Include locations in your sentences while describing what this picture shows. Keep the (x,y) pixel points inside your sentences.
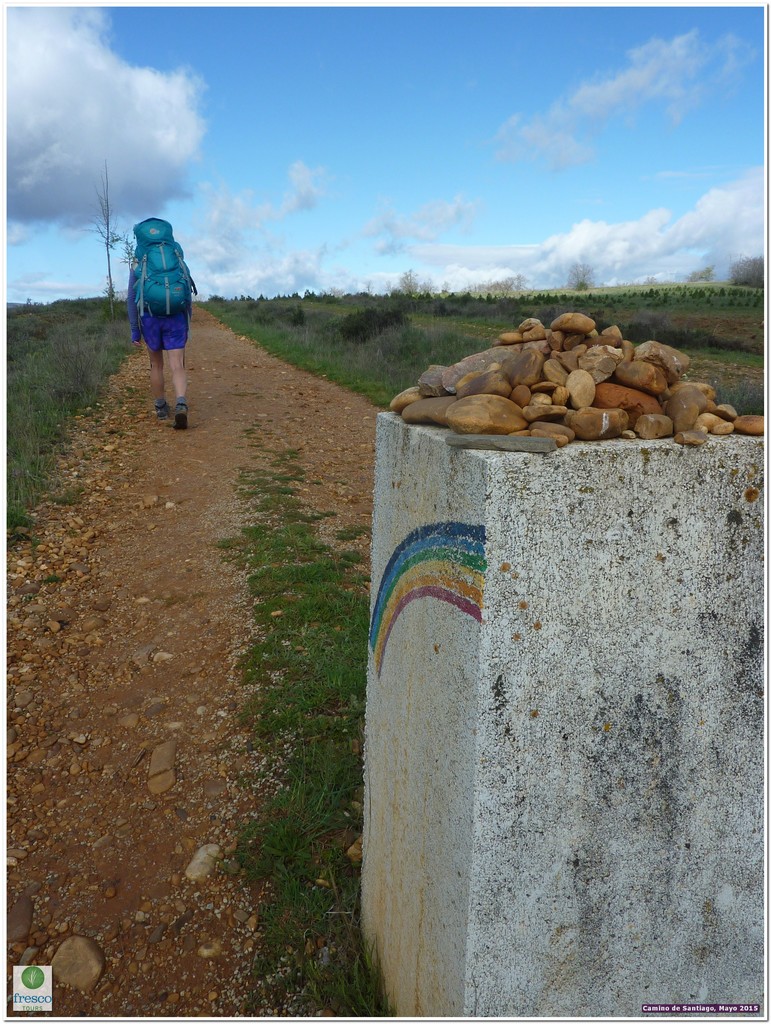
As we can see in the image there is a man (181,330) wearing bag (176,296), grass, stones (416,406), sky (465,258) and clouds (444,209).
